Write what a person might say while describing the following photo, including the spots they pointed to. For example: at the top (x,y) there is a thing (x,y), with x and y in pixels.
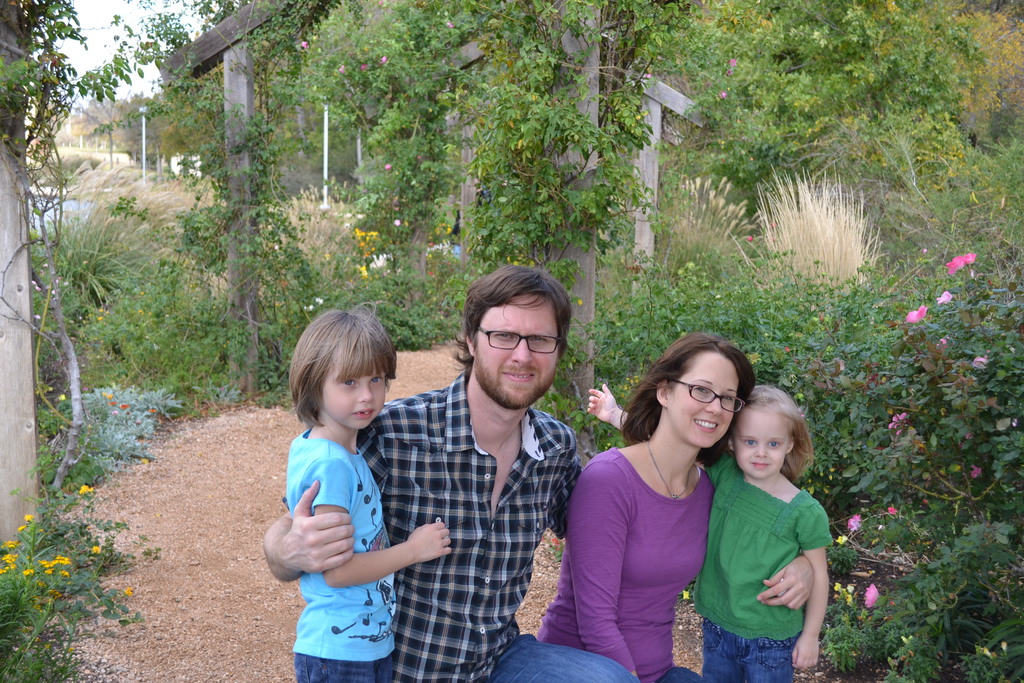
In this image we can see a man (425,448) and a woman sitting on their knees (556,644) on the pathway (295,593). We can also see two children (299,635) standing beside them. We can also see a group of plants (122,565), flowers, a group of trees (166,146), poles (650,182), the arches (646,161) and the sky (136,94).
